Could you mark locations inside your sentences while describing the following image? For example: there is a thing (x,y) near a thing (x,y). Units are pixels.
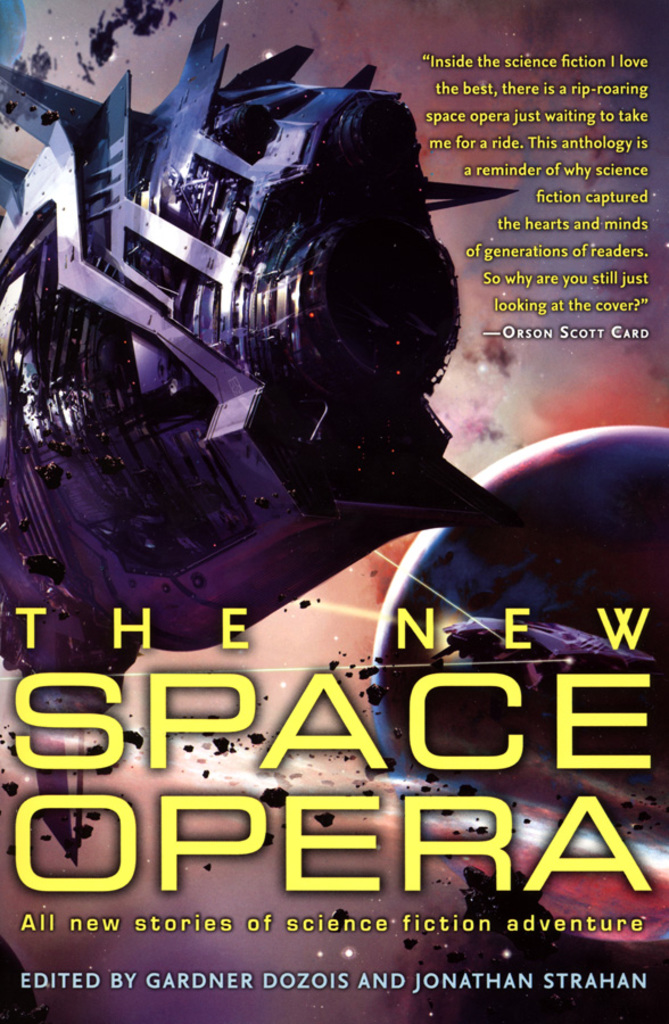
In this image I can see a poster (259,532) which consists of a machine (291,566), planet (559,480) and some text (165,817).
